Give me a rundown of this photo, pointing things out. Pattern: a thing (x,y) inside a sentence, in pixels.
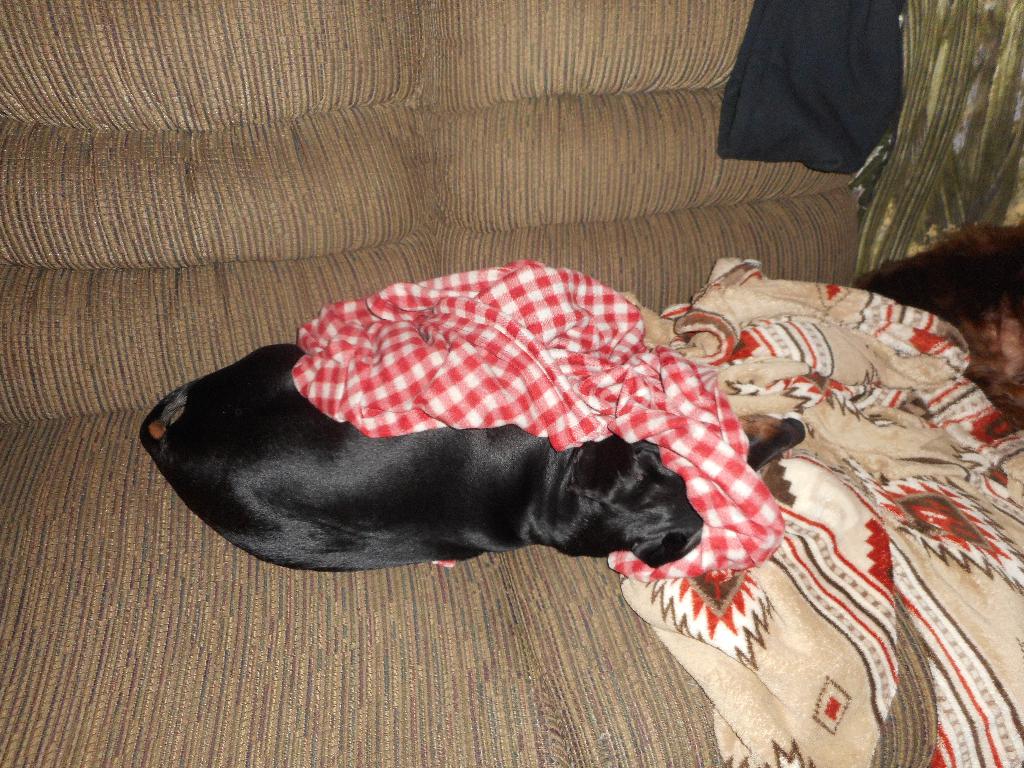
In the image there is a dog (377,462) laying on sofa (298,696) with bed sheets (629,388) beside it.
